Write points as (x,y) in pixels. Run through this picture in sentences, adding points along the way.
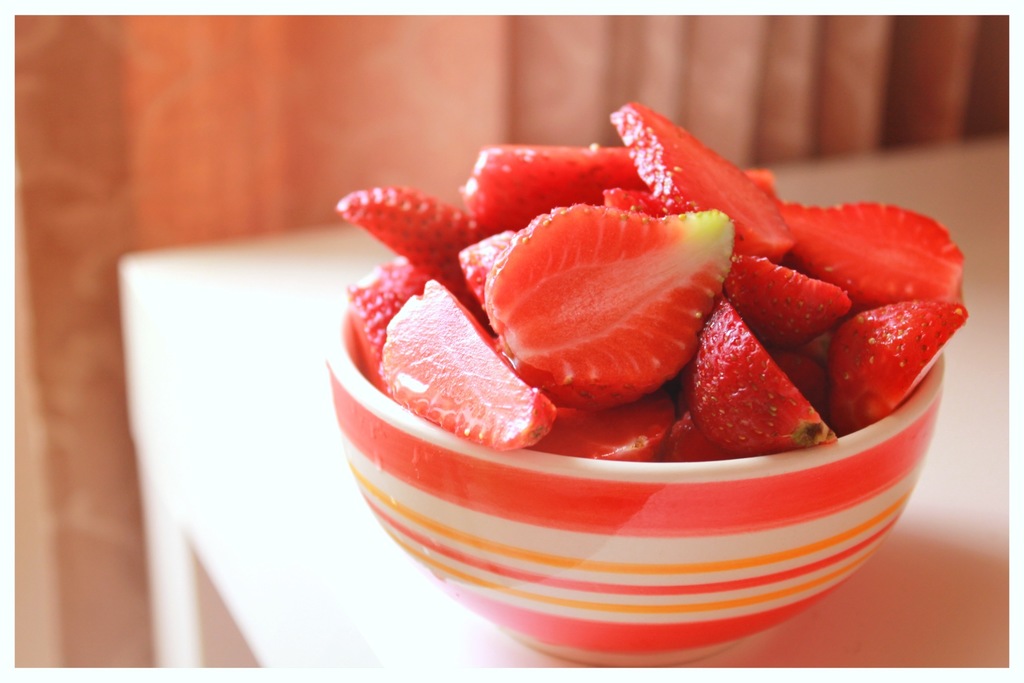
As we can see in the image there is a table (261,502). On table (210,380) there is a bowl (598,477). In bowl (571,472) there are strawberry pieces (600,271).
